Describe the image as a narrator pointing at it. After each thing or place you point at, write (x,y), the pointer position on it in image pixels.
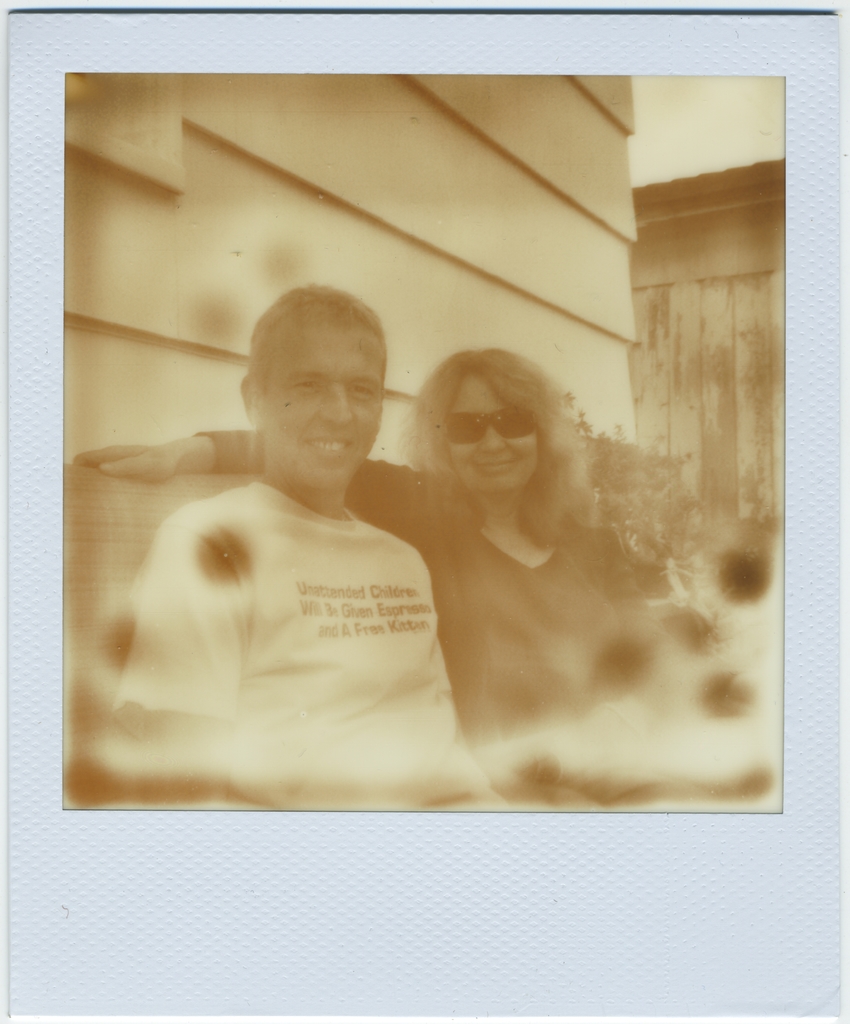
In this image there is a frame (286,29) having a picture (363,610) of two people (414,440). They are sitting on the bench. The woman (431,549) is wearing goggles (462,424). Behind them there is a wall (584,310). Right side (685,317) there is a house (718,323).
